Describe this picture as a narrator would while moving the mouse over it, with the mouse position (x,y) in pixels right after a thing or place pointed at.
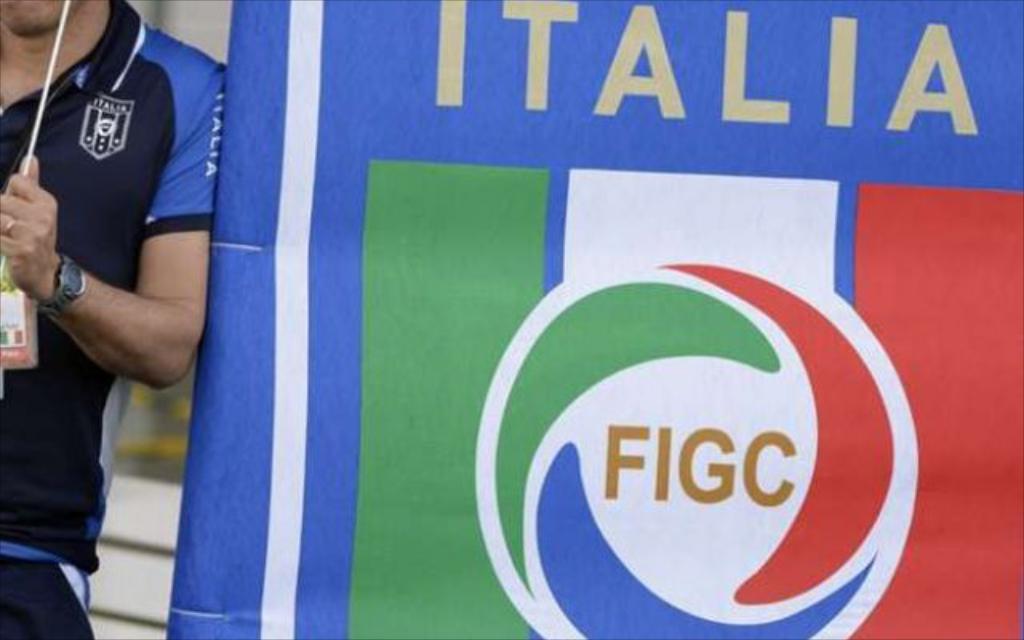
In the image there is a person (56,199) standing beside a football banner (330,271) and holding a stick (37,128) in his hand (30,267), there is a watch (65,287) to his hand (52,284) and he is also wearing ID card (33,353).
